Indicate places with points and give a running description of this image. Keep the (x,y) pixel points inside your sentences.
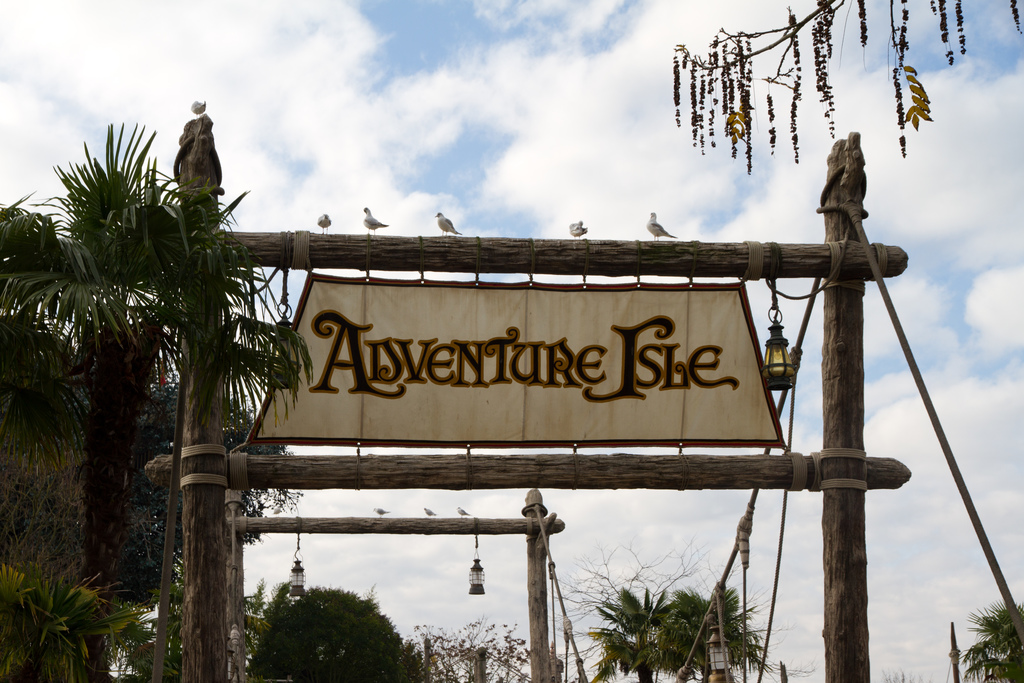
In this image we can see some birds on the wooden poles (827,402). We can also see a banner (481,420) with some text (361,375) on it, some street lamps (781,389) and the ropes (721,633). We can also see a group of trees (262,638) and the sky (541,235) which looks cloudy.
